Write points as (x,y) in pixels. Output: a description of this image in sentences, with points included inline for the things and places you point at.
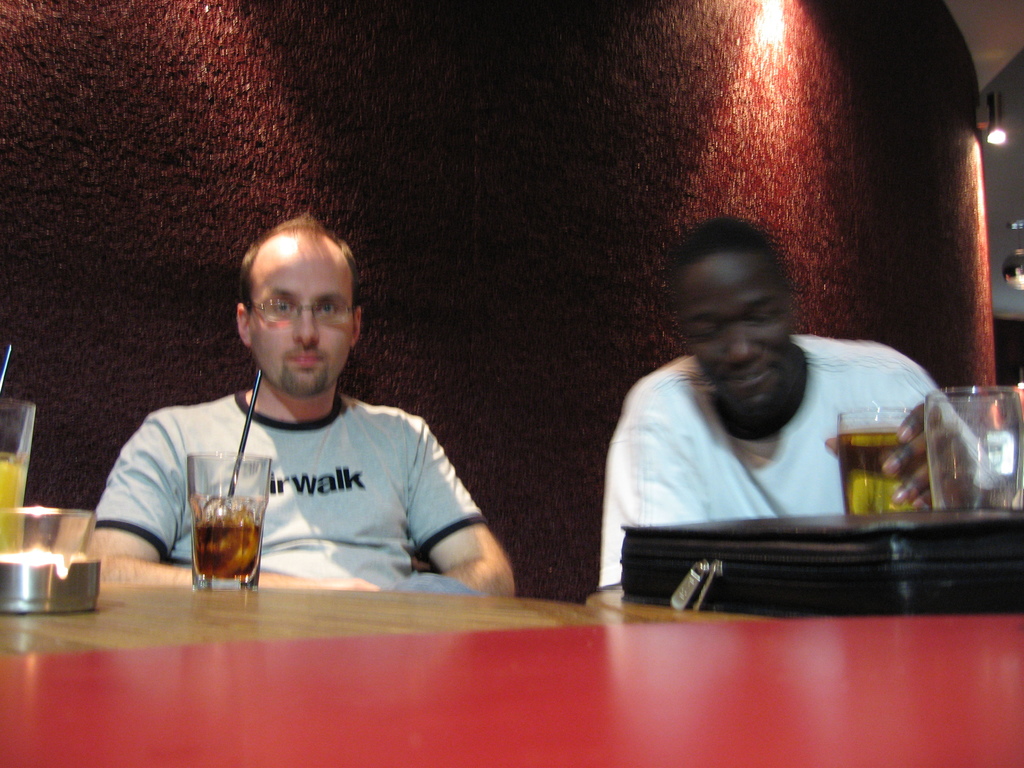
In this image i can see two men (659,487) sitting there are few glass (254,547), a bag (771,608) on the table (770,629), at the back ground (533,299) i can a wall (766,54) and a light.
